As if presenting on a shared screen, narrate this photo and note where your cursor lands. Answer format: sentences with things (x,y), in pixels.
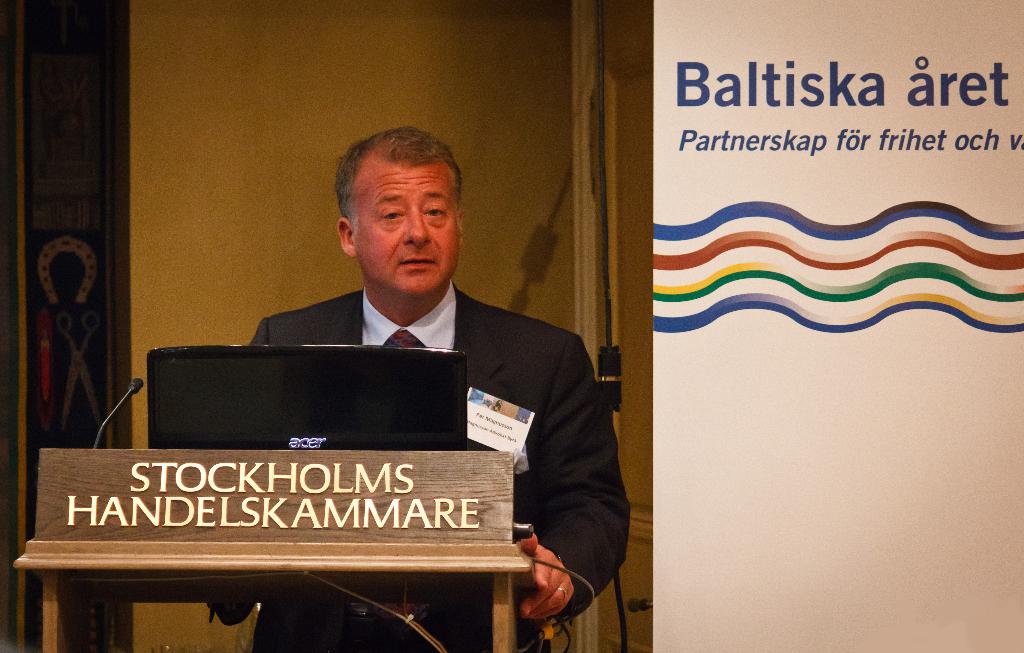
In this image I can see a person (520,334) standing, wearing a suit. There is a laptop (192,424) and a microphone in front of him. There is a white banner (867,527) at the right (886,517) back.
